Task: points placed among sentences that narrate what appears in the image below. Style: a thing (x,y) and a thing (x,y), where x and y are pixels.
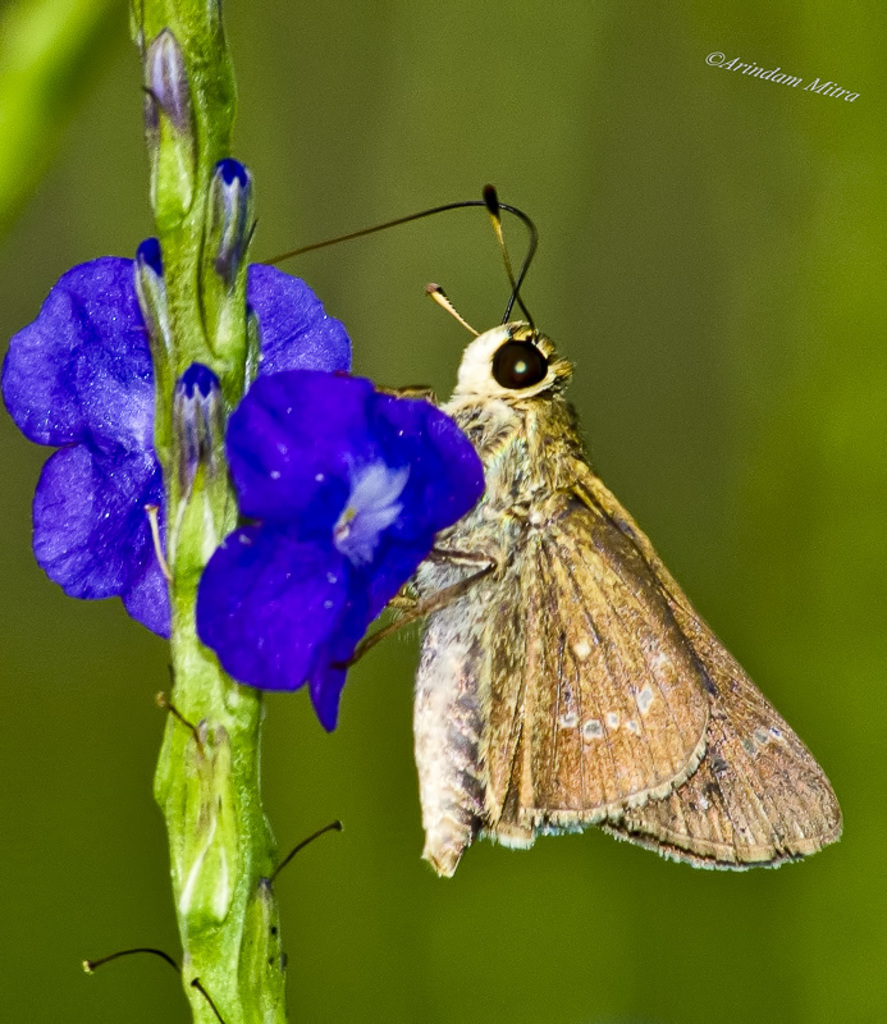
In this image, we can see a butterfly (573,604) is on the flowers (379,473). Here we can see a plant stem (221,888). Right side (735,62) top corner, we can see a watermark (770,76) in the image.
